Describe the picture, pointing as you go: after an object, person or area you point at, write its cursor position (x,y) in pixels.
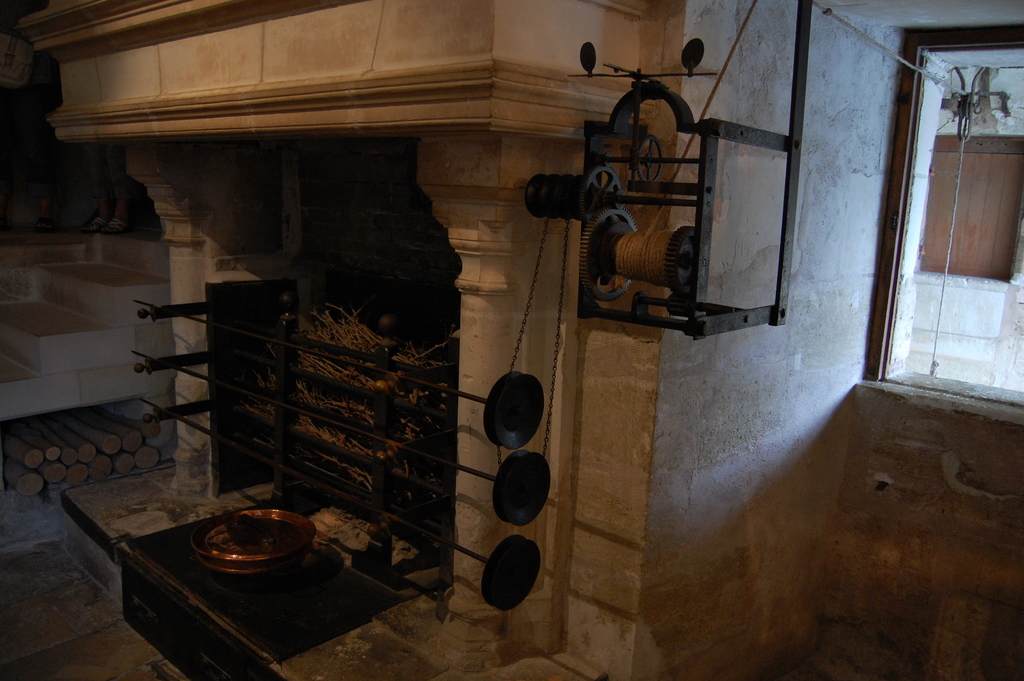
In this image I can see white colour wall (753,493), fireplace (391,399), rope (637,249), and equipment (602,252) and over here I can see an object (284,568).
